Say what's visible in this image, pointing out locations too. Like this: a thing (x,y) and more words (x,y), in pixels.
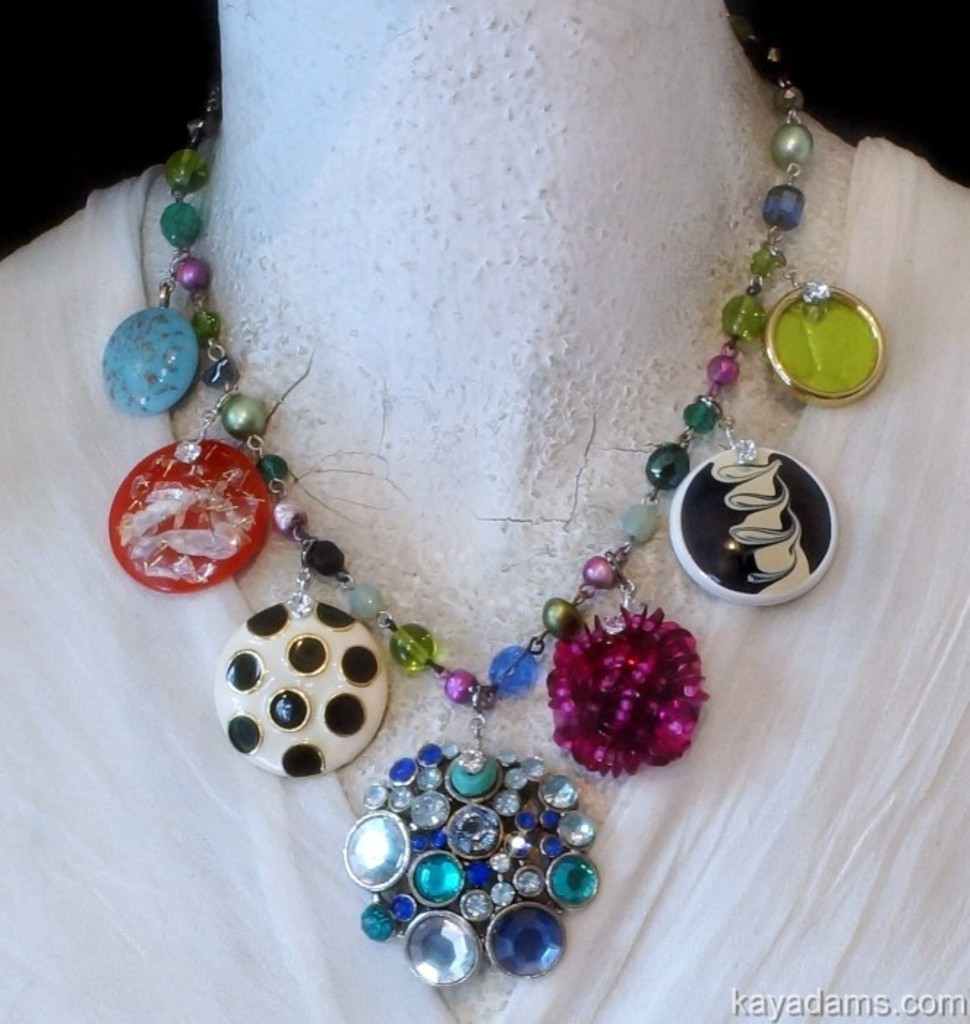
In this picture I can see a necklace (414,907) to the neck (559,383) of a mannequin (457,299), in the bottom right hand side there is the water mark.
